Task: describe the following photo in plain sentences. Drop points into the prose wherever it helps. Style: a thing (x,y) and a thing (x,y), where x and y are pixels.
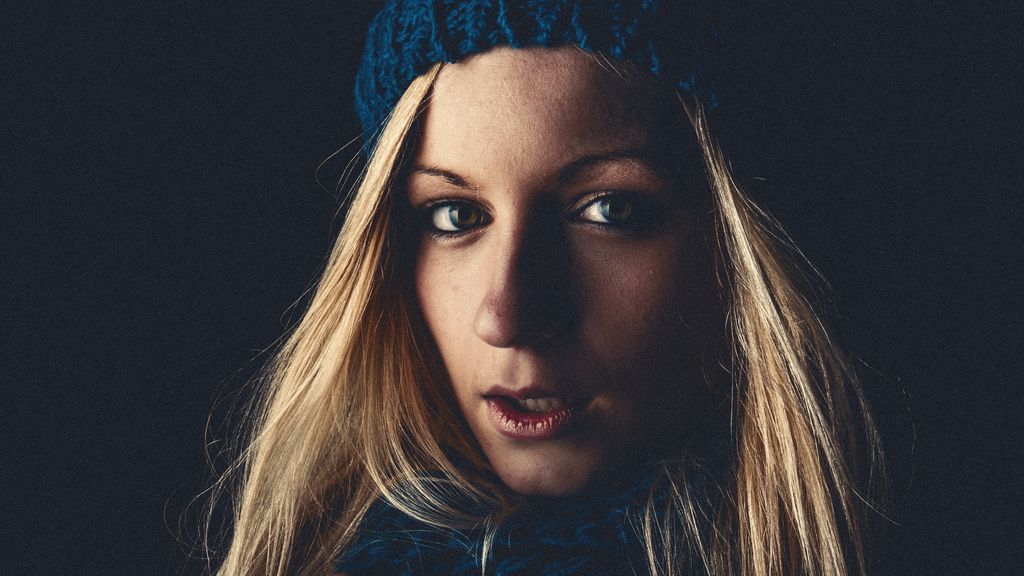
In this image I can see the person (663,211) is wearing blue color dress (439,575). Background (117,142) is in black color.
